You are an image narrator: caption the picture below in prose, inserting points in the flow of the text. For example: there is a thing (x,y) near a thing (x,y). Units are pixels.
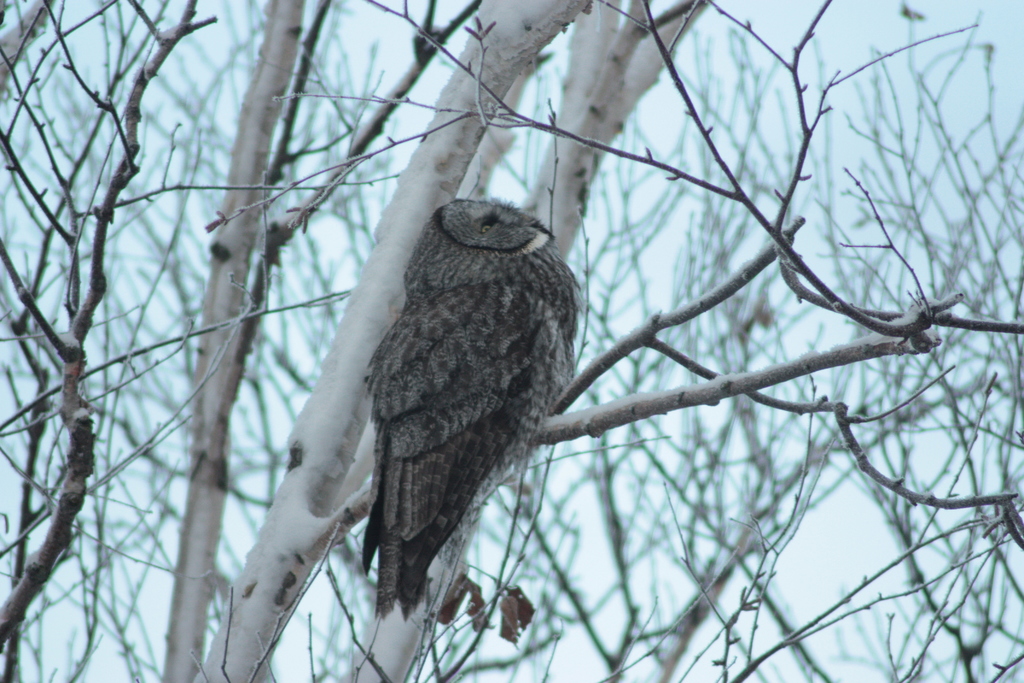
In this picture I can see there is a owl (451,468) and it is sitting on the branches (338,465) of the tree (299,554) and in the backdrop (750,487) there is snow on the branches (283,135).
